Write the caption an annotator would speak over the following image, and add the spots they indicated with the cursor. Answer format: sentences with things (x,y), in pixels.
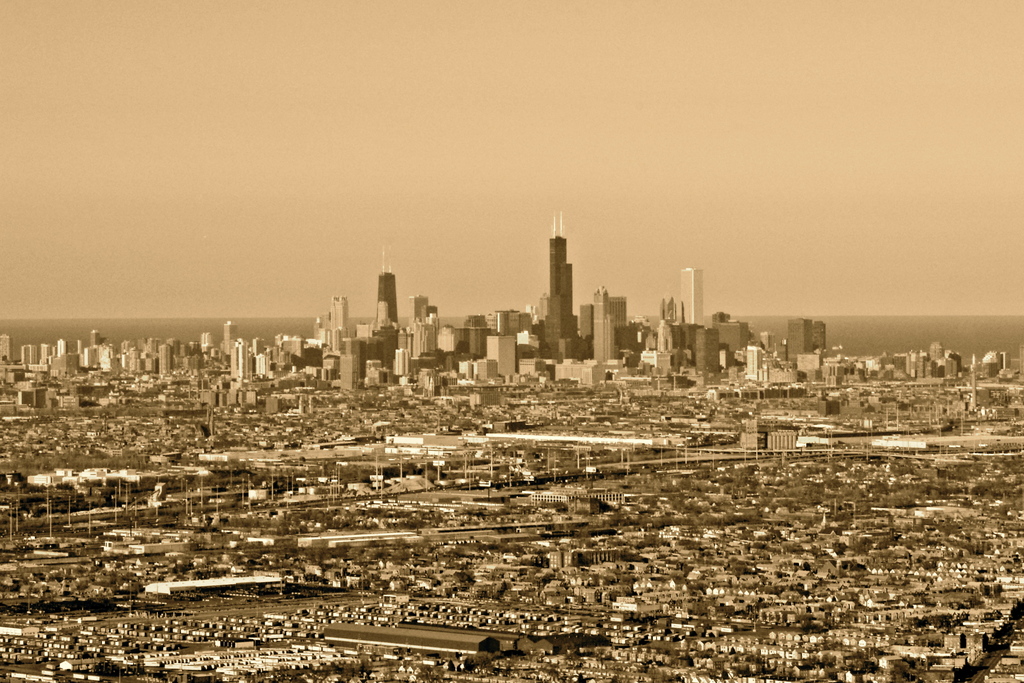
In this image there are few buildings (263,378), trees (22,499), houses (887,599), poles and the sky (376,117).
